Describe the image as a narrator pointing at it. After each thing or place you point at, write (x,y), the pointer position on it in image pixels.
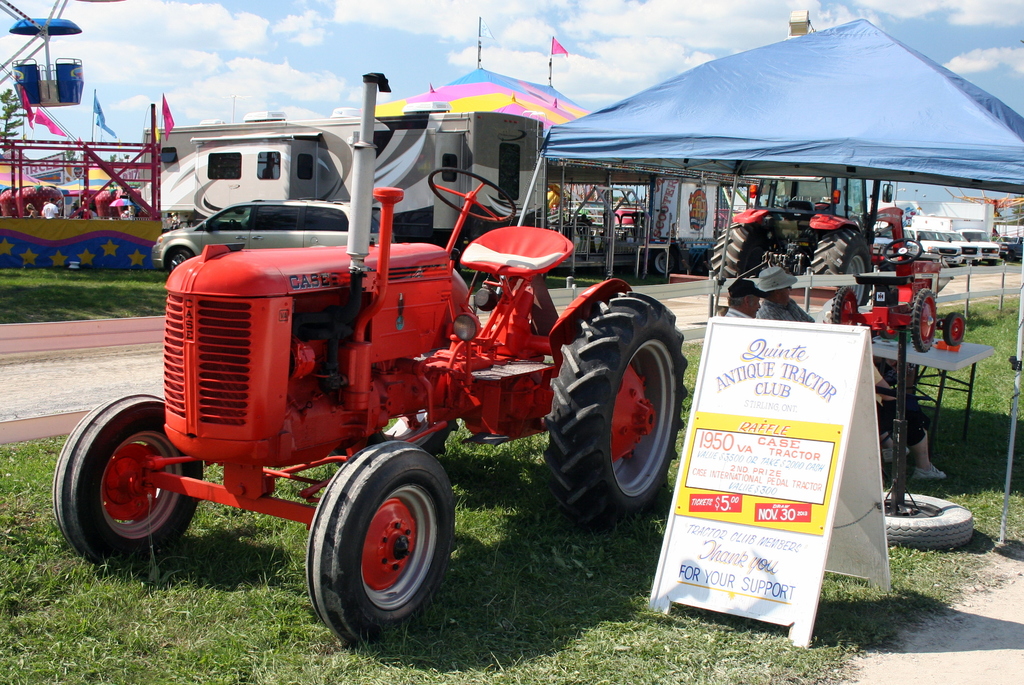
In this image I can see grass (618,590), shadows (540,623), a board (730,377), few red colour tractors (573,316), few other vehicles (333,238) and here on this board (821,456) I can see something is written. I can also see few people (778,316) are sitting over here and in background (117,131) I can see number of flags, clouds (255,76) and the sky (327,26).
